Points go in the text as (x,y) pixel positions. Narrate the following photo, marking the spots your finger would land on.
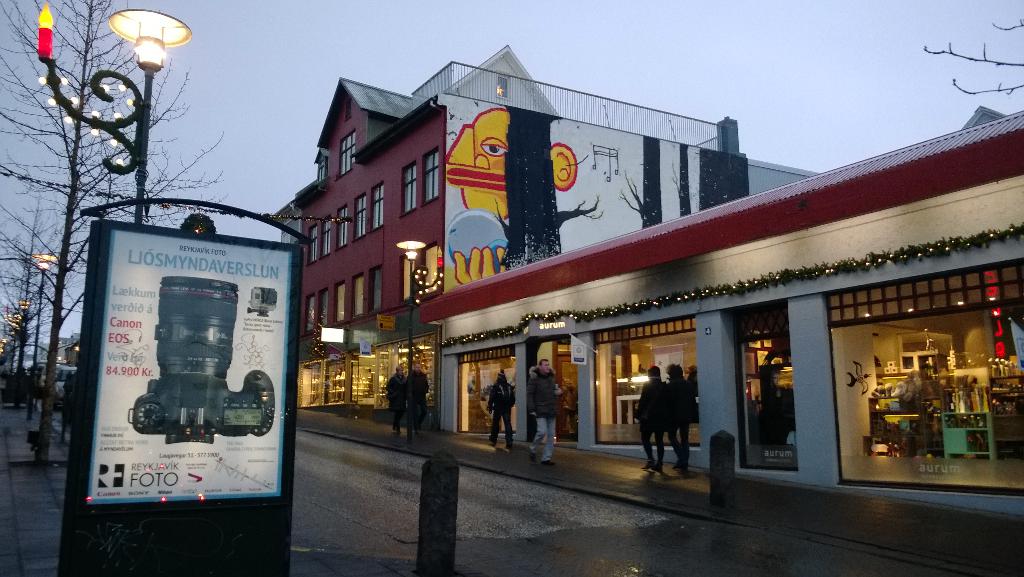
In this image there is the sky (618,56) towards the top of the image (444,12), there are buildings (369,272) towards the right of the image (688,195), there are persons (680,421) walking, there is a painting (580,206) on the wall (623,182), there is road (639,532) towards the bottom of the image (626,550), there is a board (185,374) towards the bottom of the image (197,413), there is text (193,264) on the board (202,276), there are poles (145,89), there are lights (152,21), there are trees (68,246) towards the left of the image (56,330), there is an object (450,510) towards the bottom of the image (444,506).
